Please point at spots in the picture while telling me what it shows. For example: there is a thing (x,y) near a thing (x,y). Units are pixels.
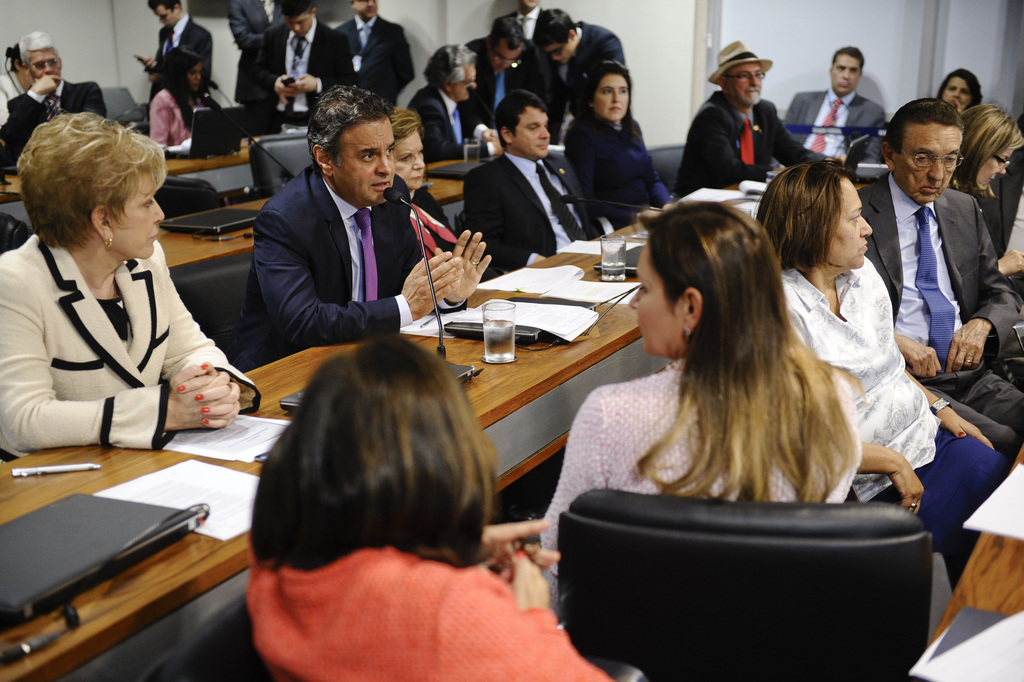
There are many people (860,411) sitting in the chairs (807,537) in front of the tables (457,346) on which some laptops (108,521), papers (214,446) and glasses (493,342) were placed. There is a microphone (433,298) on the table (436,338). There are men (371,222) and women (602,119) in the group (426,114). In the background (700,26) there is a wall (761,23).
